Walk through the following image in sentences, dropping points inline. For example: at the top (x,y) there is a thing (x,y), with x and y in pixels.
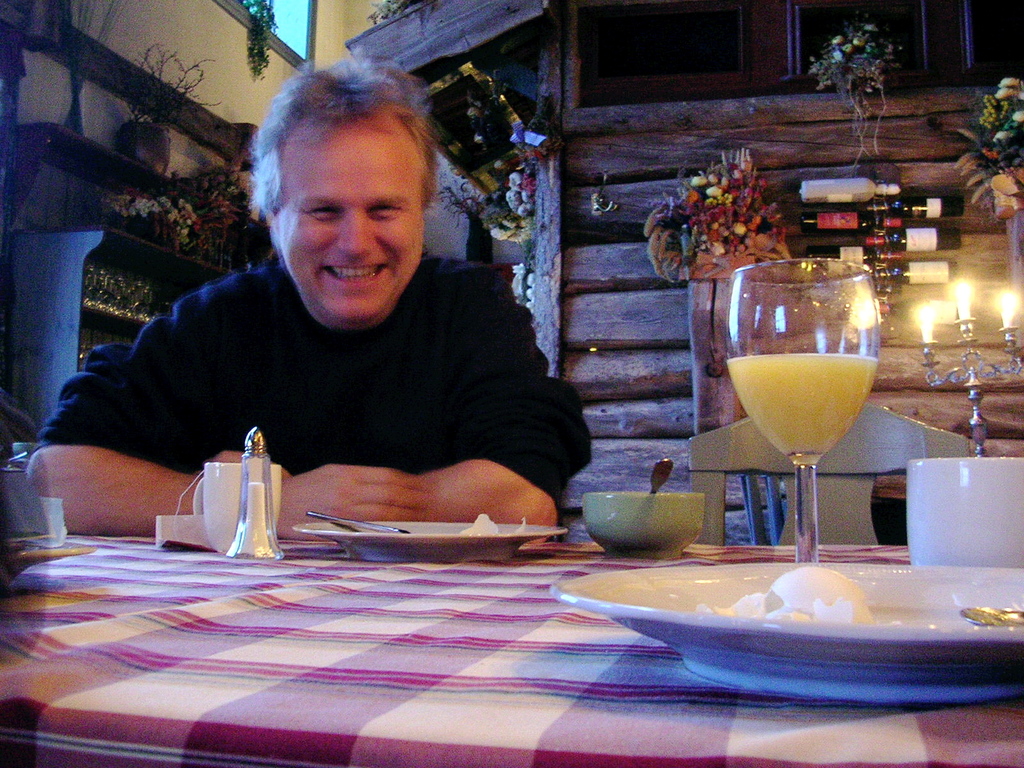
This picture is clicked inside a room (10,400) and in middle (422,381) we see man (443,385) in black t-shirt (241,364) is sitting on a chair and laughing. In front of him, we see a table (408,638) with white and pink cloth (413,720) covered on it. On the table (584,561), we can see plate (442,558), bowl (597,510), spoon (664,478), cup (239,498), glass (809,559) and behind him, we see a wall (597,317) with many flower pots (1007,94) and decorative items (127,203) and on top of him, we see a window (282,44).
